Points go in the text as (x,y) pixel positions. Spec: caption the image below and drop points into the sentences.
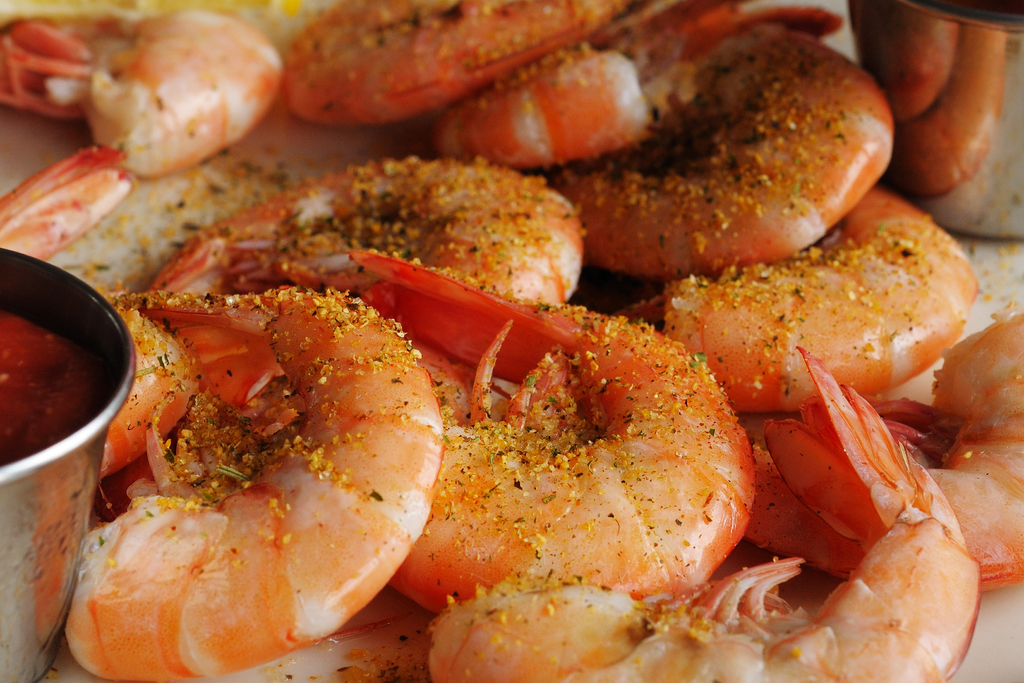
This is a zoomed in picture. In the center (574,258) we can see the food items (336,400) and the prawns (628,331) and we can see the utensils (903,167) containing some items (75,362) and we can see some other objects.
